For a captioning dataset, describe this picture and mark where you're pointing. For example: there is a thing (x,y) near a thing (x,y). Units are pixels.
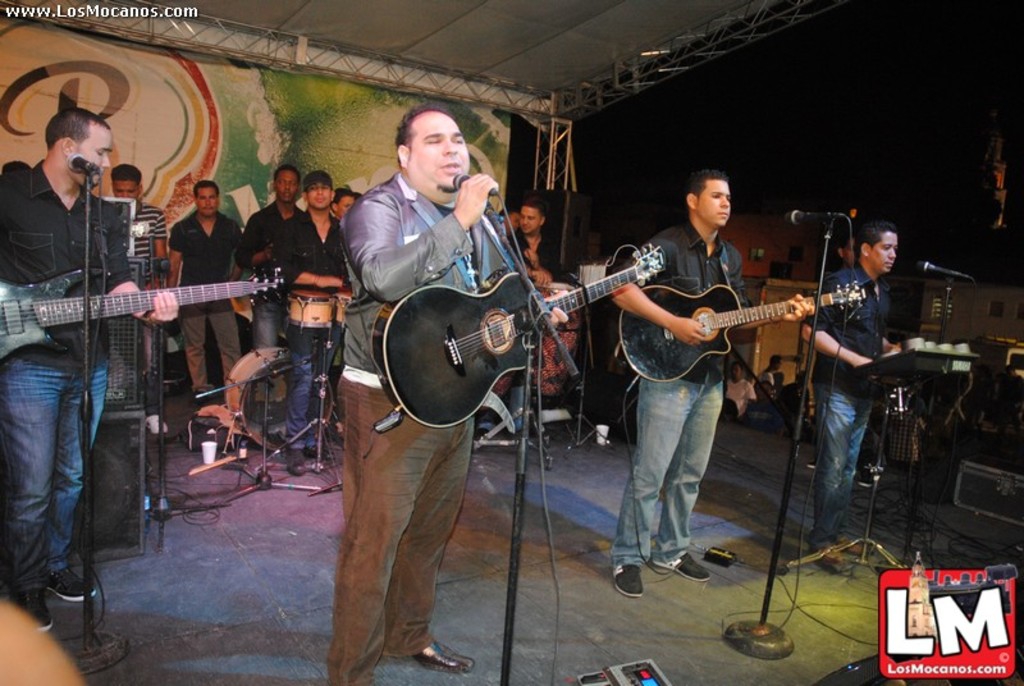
This is the picture taken on a stage (578,546), there are group of people (372,263) are holding the guitar (728,341) and singing a song in front of this people (54,122) there are microphones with stand (802,401). Background of this people (362,427) there are music instruments (273,399) and a banner (222,147).
